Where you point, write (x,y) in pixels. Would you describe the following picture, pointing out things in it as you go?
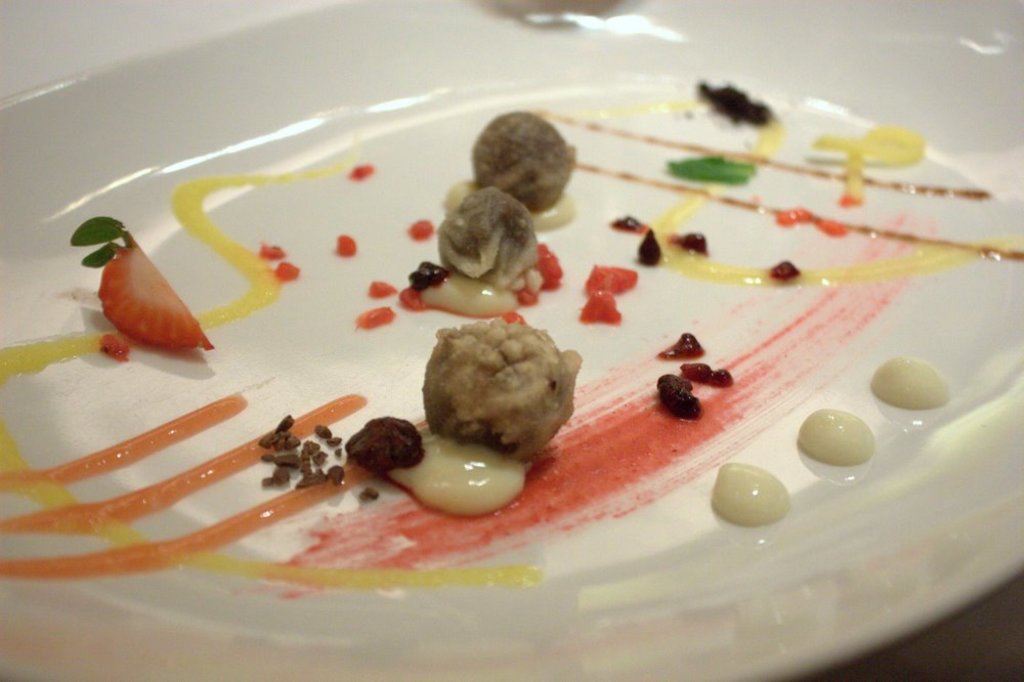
This image consist of food (535,458) which is on the plate (973,493) which is white in colour.
